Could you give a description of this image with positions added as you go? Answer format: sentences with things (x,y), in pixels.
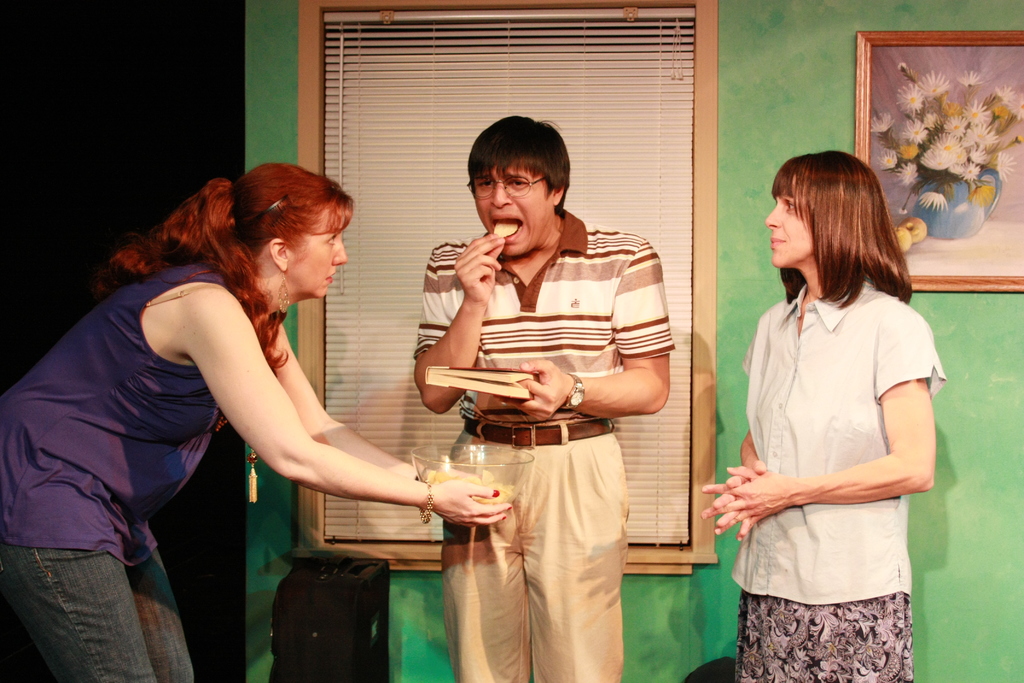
In this image in the front (287,377) there are persons (271,377) standing. In the center (543,383) there is a man (512,438) standing and holding a book (494,383) and eating. On the left side (152,391) there is a woman (150,400) standing and holding a bowl (506,483). In the background (930,92) there is frame (968,157) on the wall (749,113) and there is a window (340,142) and in front of the wall (285,529), there is an object (351,612) which is black in colour.
